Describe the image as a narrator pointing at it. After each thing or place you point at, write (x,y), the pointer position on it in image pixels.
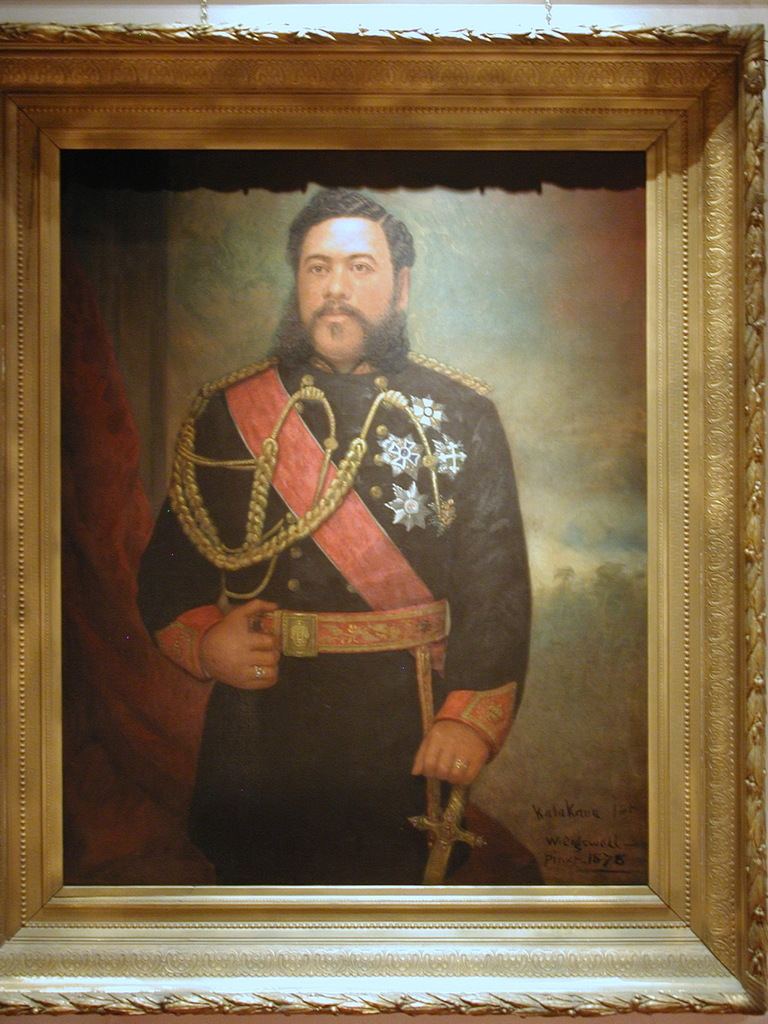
In this picture there is a photo frame (313,500) of a person (409,479) wearing black dress (471,623) is standing and placed one of his hand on a sword (442,846) and there is something written in the right bottom corner (601,853).
